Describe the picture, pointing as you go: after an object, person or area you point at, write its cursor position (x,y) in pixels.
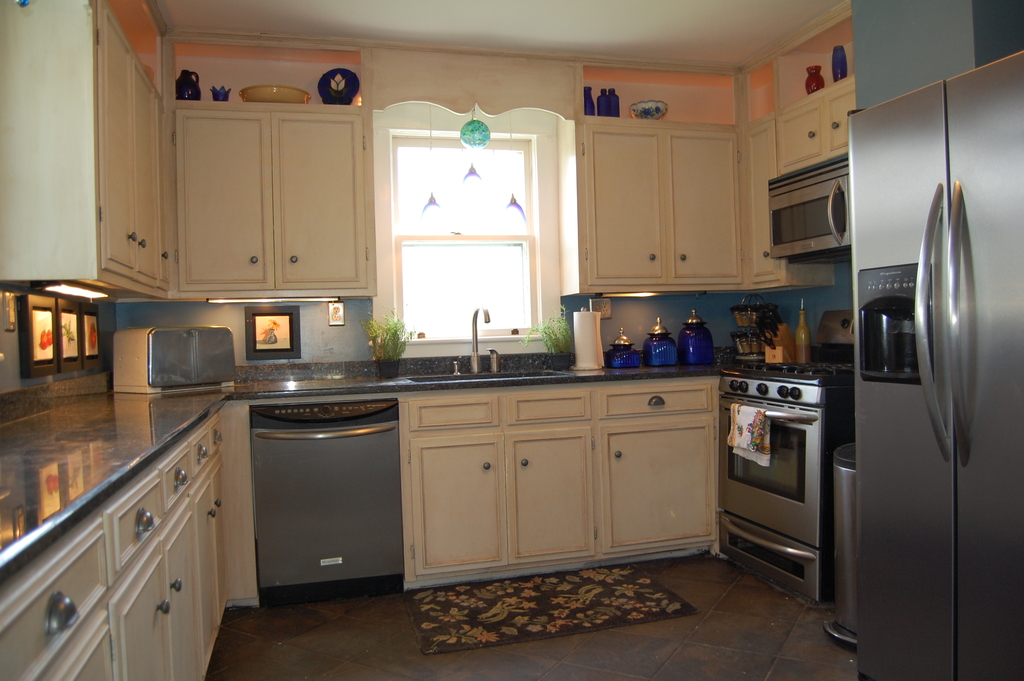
In this picture I can see the view of a kitchen (237,417) and I see the counter top (67,417) on which there are few things (692,352) and I see the wash basin (425,378) in the middle of this picture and behind it I see the window (474,200) and on the wall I see the cupboards (176,199) and on the left side of this image (114,530) I see few more cupboards (192,542) and I see a refrigerator (925,289) on the right side of this image (992,407) and beside to it I see an oven (790,405) and I see the floor (352,643).
